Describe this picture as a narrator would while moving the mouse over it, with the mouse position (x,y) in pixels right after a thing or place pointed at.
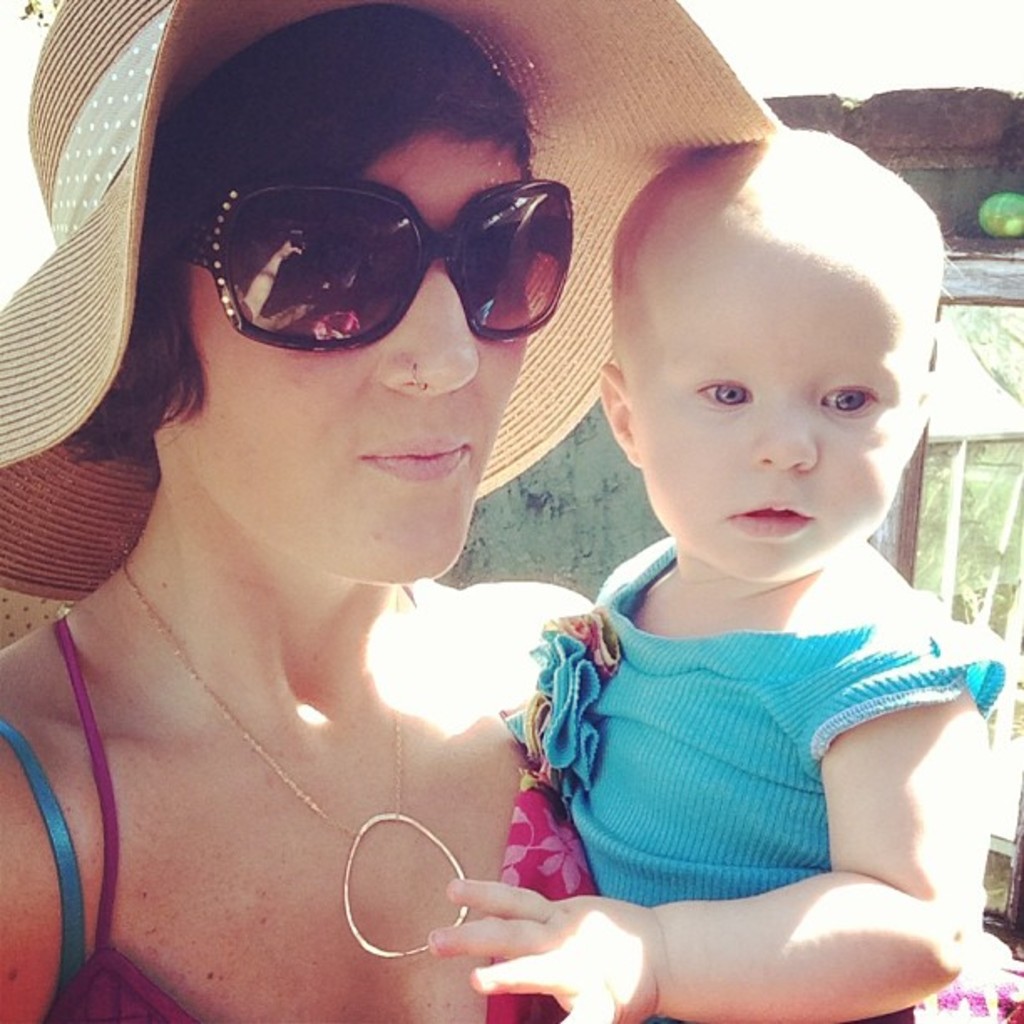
In this image, we can see a woman (328,787) and baby (769,719). Woman (402,525) is wearing goggles (374,303) and hat (119,74). Background (581,515) we can see a wall (588,499).
